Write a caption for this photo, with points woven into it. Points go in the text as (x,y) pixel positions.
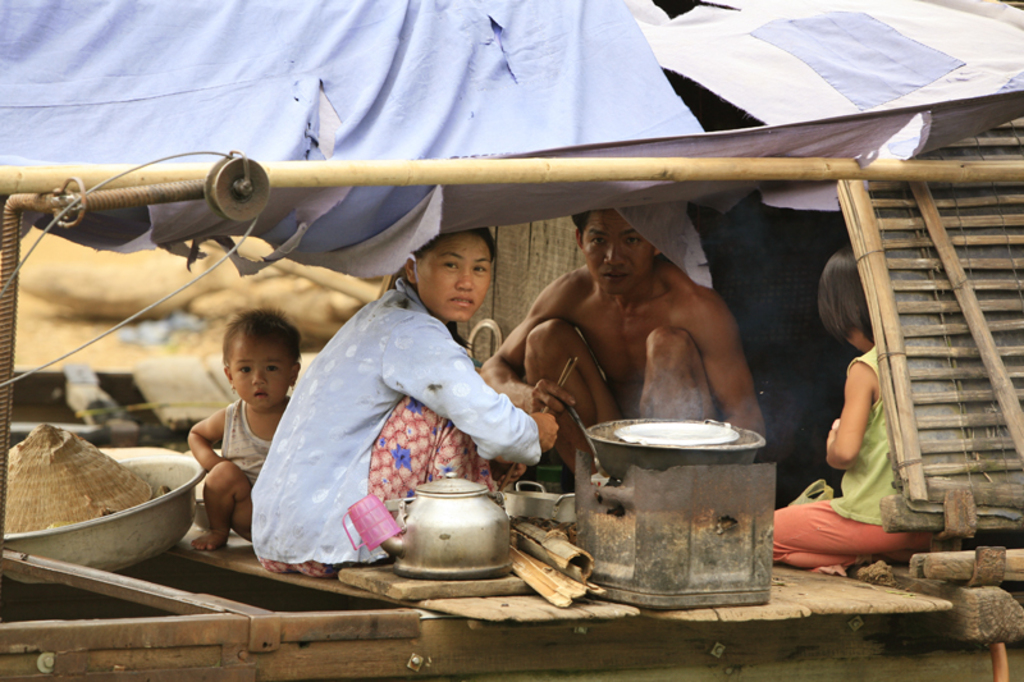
In this image I can see few people (450,350), few children (248,488) and I can see few utensils (142,483). I can also see this image is little bit blurry from background (31,294).
